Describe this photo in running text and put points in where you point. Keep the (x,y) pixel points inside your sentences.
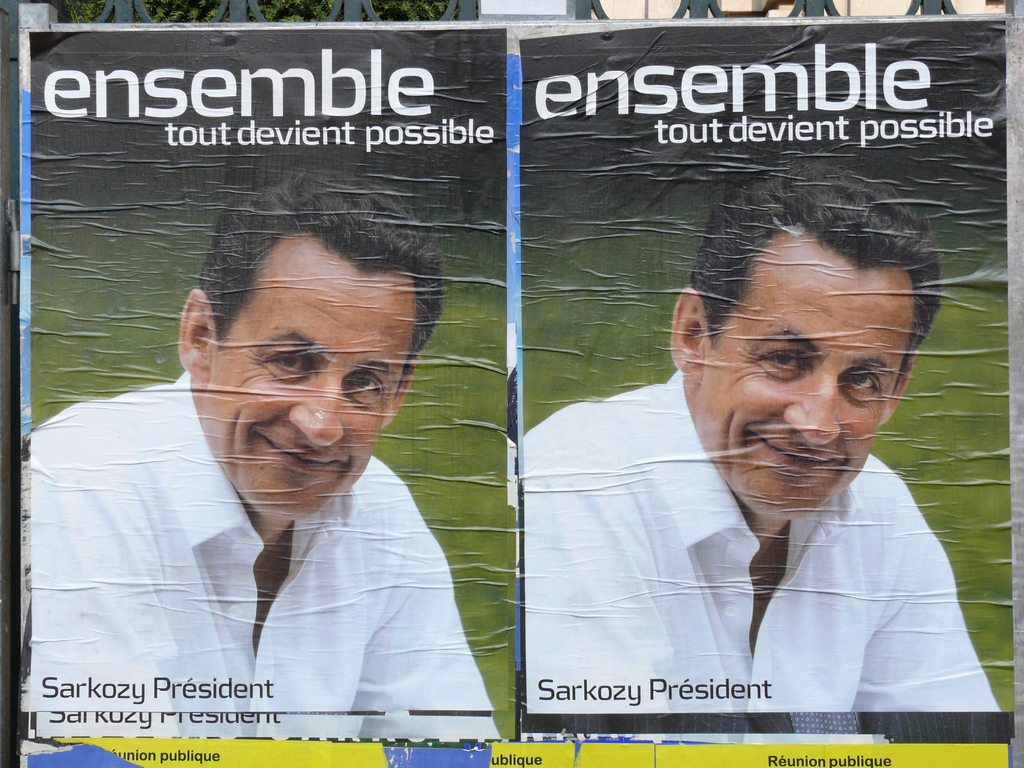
In the image there are posters (297,120). On the posters (210,303) there are images (748,325) of a man (761,360) and some text (276,88) on it.
